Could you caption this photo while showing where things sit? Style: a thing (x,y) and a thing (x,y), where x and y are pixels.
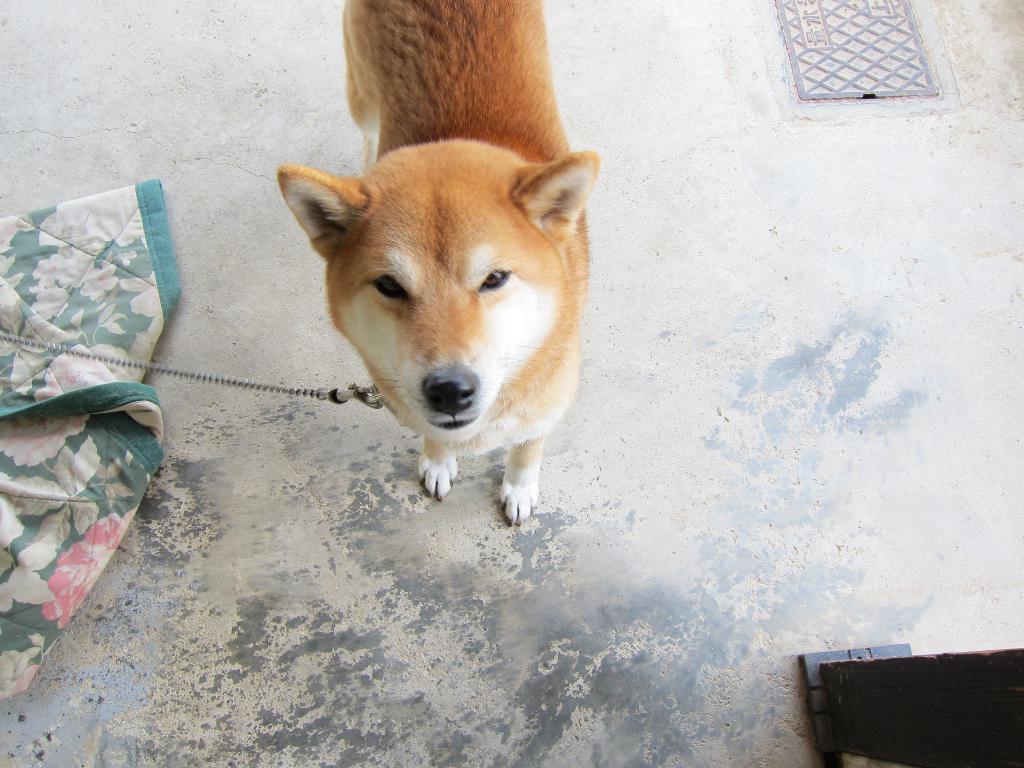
In the image there is a golden dog (422,347) standing in the middle (360,387) tied to a chain (311,391), there is a carpet (94,381) on the left side (97,484) and a man hole (850,46) on the top right side (830,51).
